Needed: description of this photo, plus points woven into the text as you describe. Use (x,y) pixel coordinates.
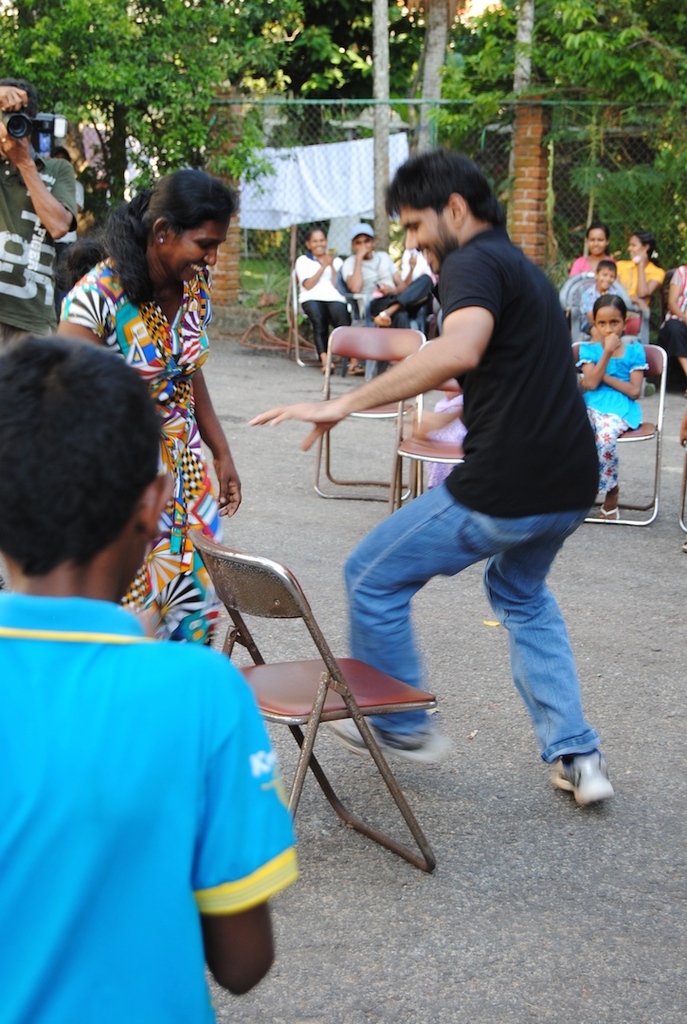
Two people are playing musical chair. And in the back of the lady (97,257) a person (27,190) is holding a camera (21,125). And a boy (93,698) wearing a blue shirt (134,783) is watching this. In the background (622,356) some people (597,307) are sitting and watching this. There are some trees (474,29) in the background (248,89). Two pillars (228,257) are there made of bricks (526,177). Some clothes (361,177) are kept on the rope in the background (275,227).
